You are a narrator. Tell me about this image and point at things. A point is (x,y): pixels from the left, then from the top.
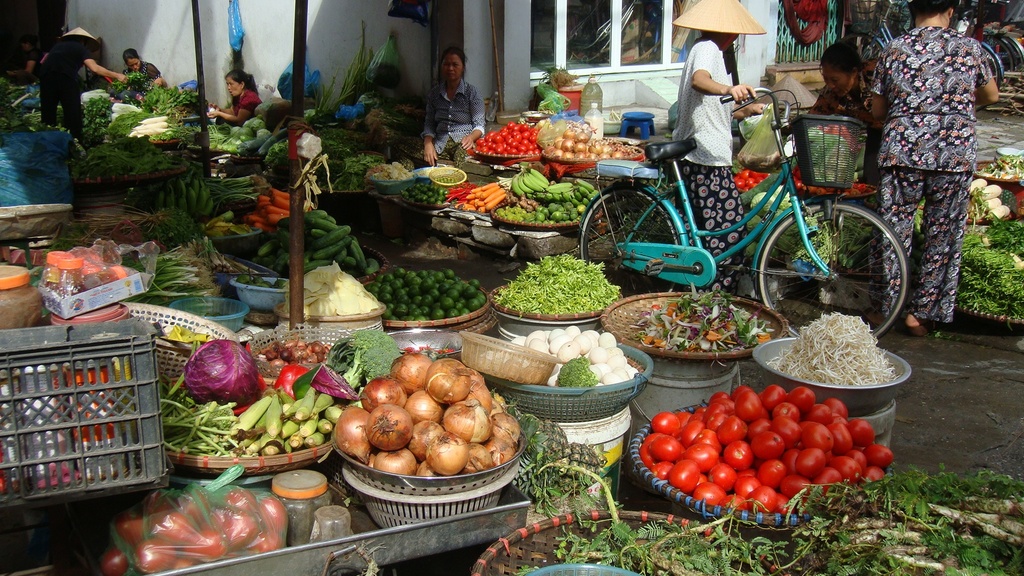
It is a vegetable market (422,385) and in this image we can see the vegetables (87,160). At the center of the image (681,205) there is a person (731,169) standing by holding the cycle (814,171) and she is wearing the hat (758,34). On the backside (274,14) there is a wall (259,24). In front of the wall (241,67) there are a few people (469,92) sitting on the road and we can see a building (778,60) on the backside of the image (778,44).
